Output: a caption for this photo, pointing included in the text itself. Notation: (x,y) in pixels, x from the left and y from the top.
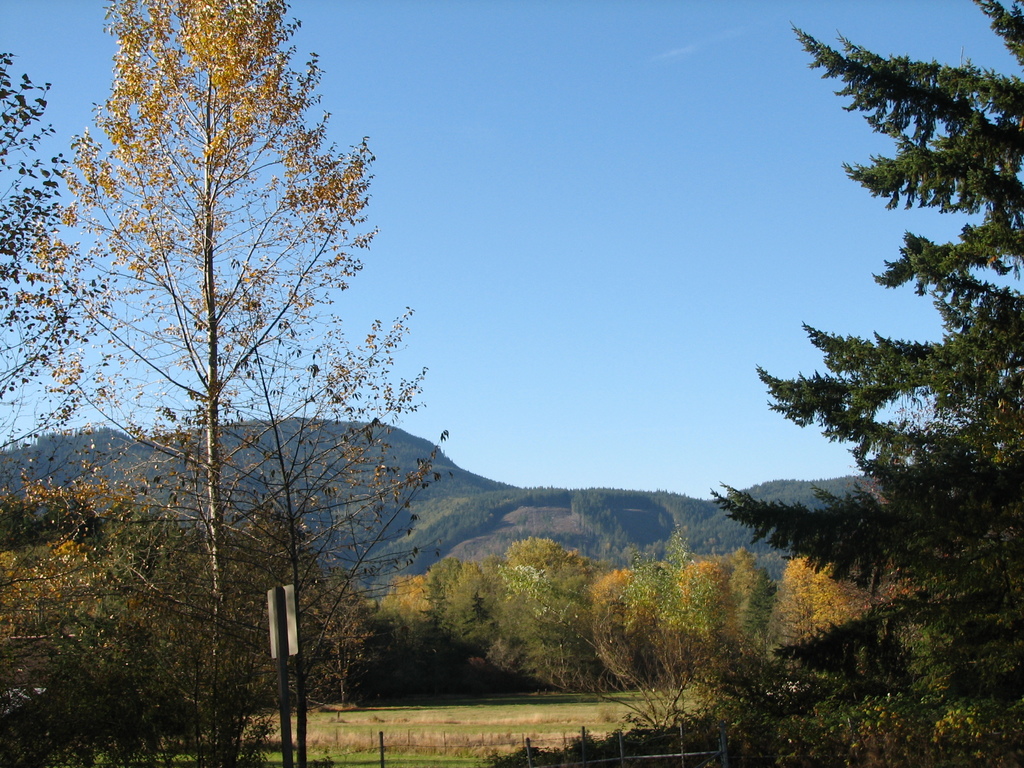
In this picture I can see trees (698,660), mountain (536,527) and sky (559,181).
